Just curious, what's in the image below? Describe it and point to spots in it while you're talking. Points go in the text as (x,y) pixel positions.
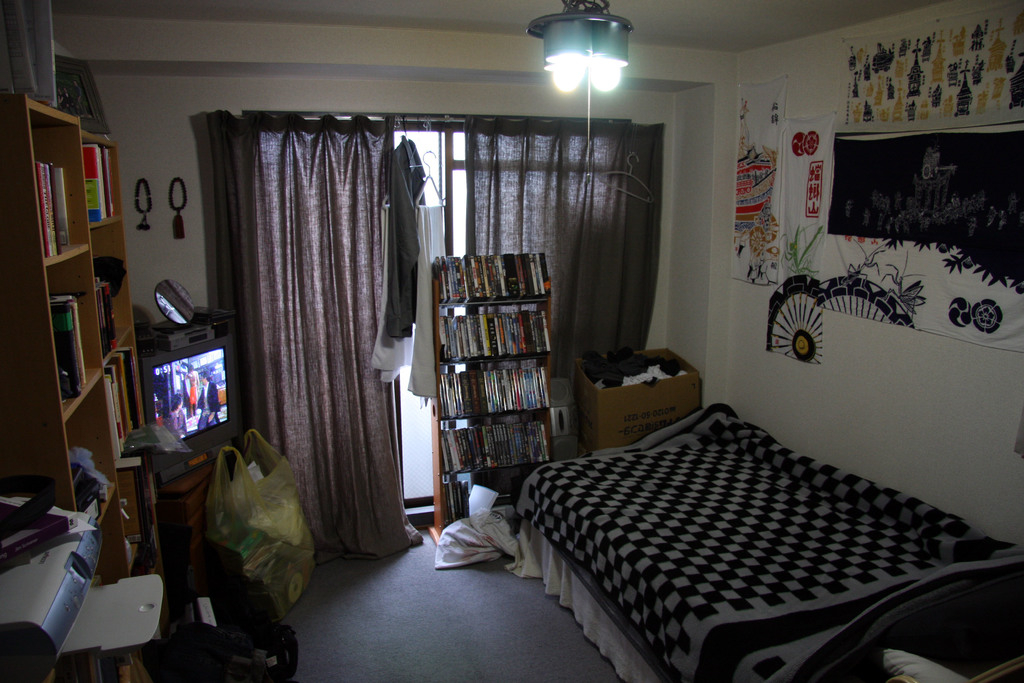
Here in this picture we can see a bed (642,568) present on the right side (760,529) and on the wall (884,333) we can see some paintings (758,200) present and in the middle (502,266) we can see books (503,290) present in the rack (466,416) over there and behind that we can see curtains (371,258) covered over there door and on the roof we can see lights (565,26) present and on the left side (236,377) we can see television (227,393) present on the table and on that we can see a mirror (175,310) and beside that we can see shelves (35,262) that are fully covered with books (113,398) over there and we can see some bags (228,548) and covers (234,559) present on the floor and we can also see other things (84,556) present over there.
